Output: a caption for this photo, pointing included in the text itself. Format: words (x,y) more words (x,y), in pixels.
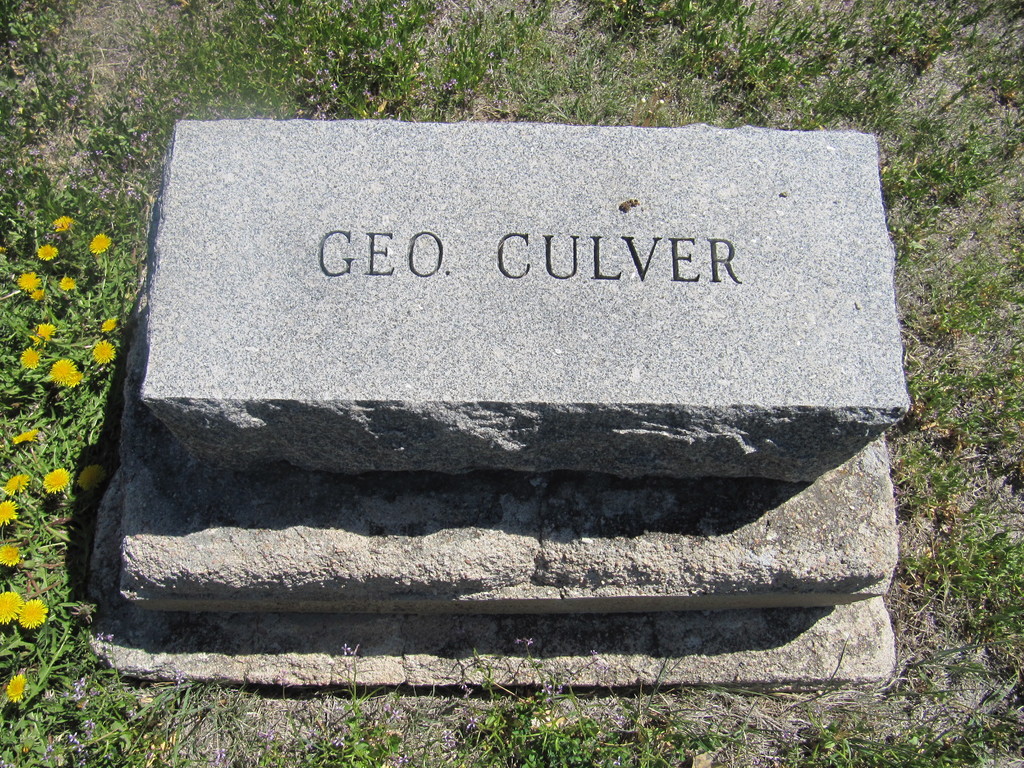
In the middle of this image (547,408) there is a rock (491,263) on which I can see some text (391,250). Around this rock (440,236), I can see the grass (63,192). On the left side (88,409) there are few plants (43,478) along with the flowers (43,330).
